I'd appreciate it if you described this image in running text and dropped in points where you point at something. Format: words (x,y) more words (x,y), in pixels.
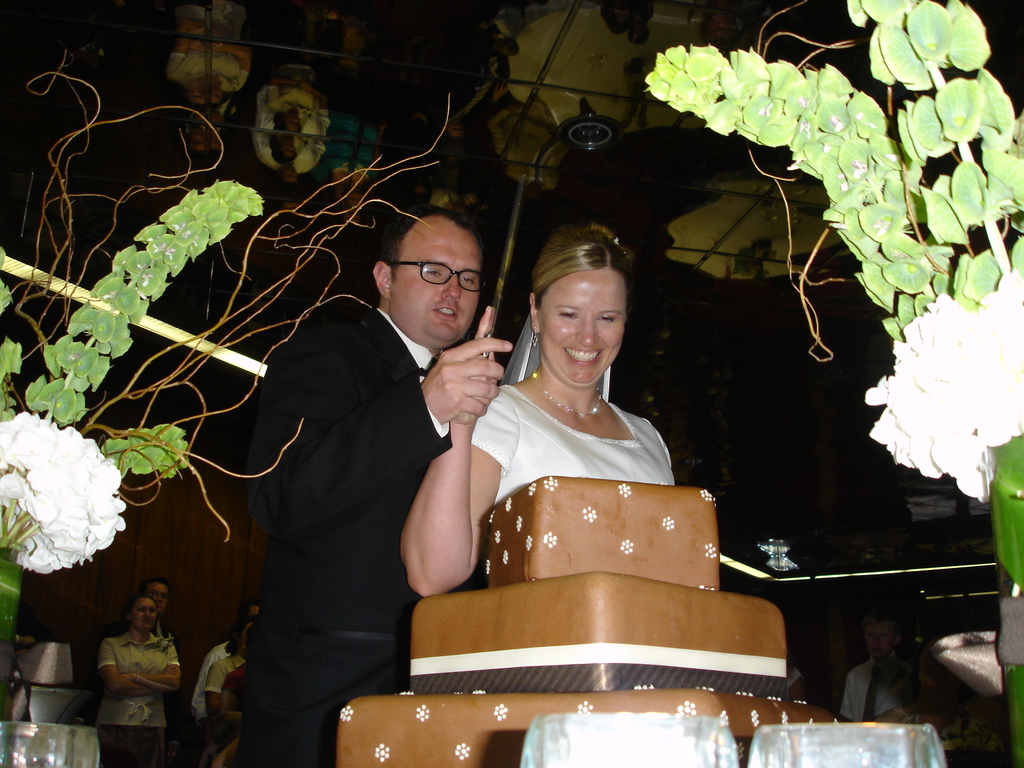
The man (384,418) in the black blazer (395,432) and the woman (504,454) in the white dress (507,392) is standing. She is smiling. She is holding a knife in her hand (478,373). He is holding the hand (471,424) of the woman (469,440). In front of them, we see a cake (563,538). I think both of them are cutting the cake (520,491). On either side of the picture, we see the plastic flower pots (866,232). In the background (239,615), we see the people (208,679) are standing. At the top (309,91), we see the ceiling (428,193) of the room (60,620). In the left bottom (68,748), we see an object (44,746) in white color.
